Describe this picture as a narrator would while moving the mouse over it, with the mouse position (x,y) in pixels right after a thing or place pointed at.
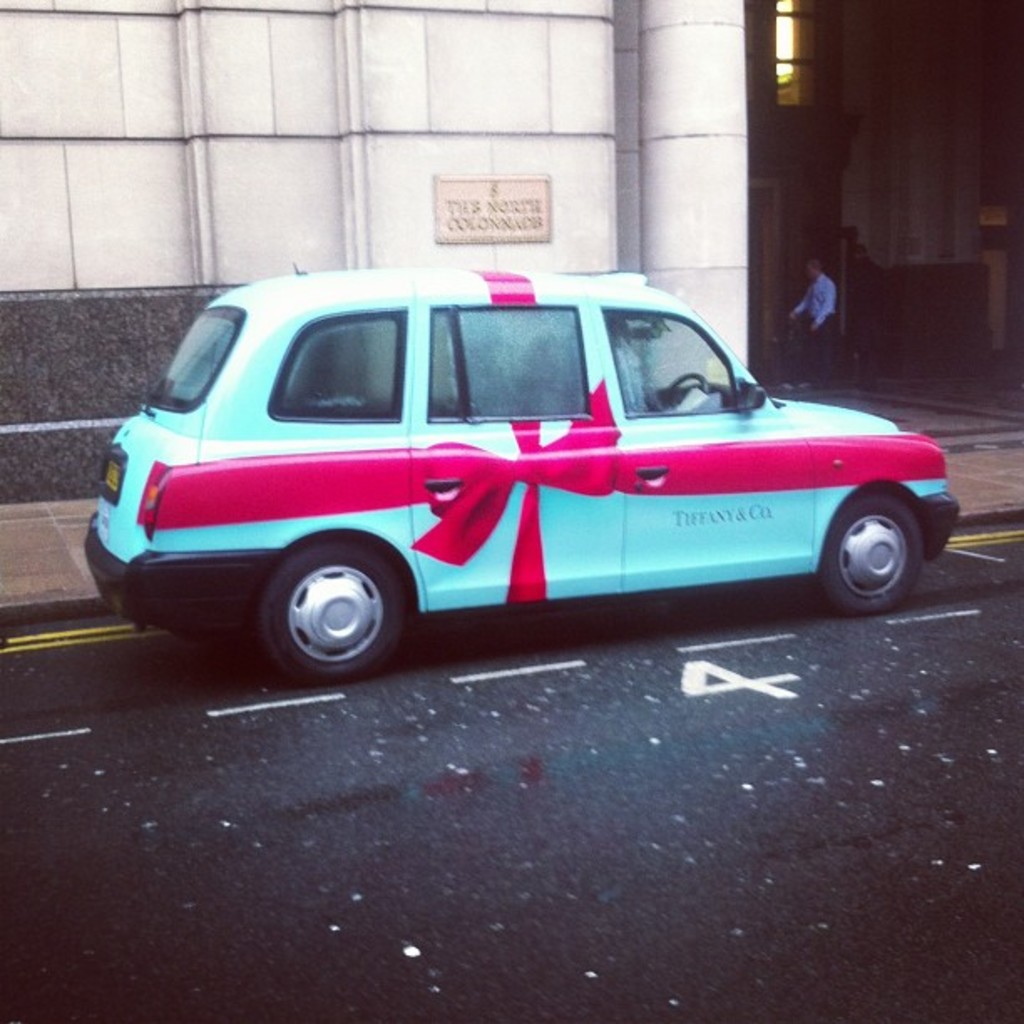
In this picture I can see a vehicle (255,507) on the road (840,725). I can see a person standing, and in the background (976,96) there is a building (176,72).
